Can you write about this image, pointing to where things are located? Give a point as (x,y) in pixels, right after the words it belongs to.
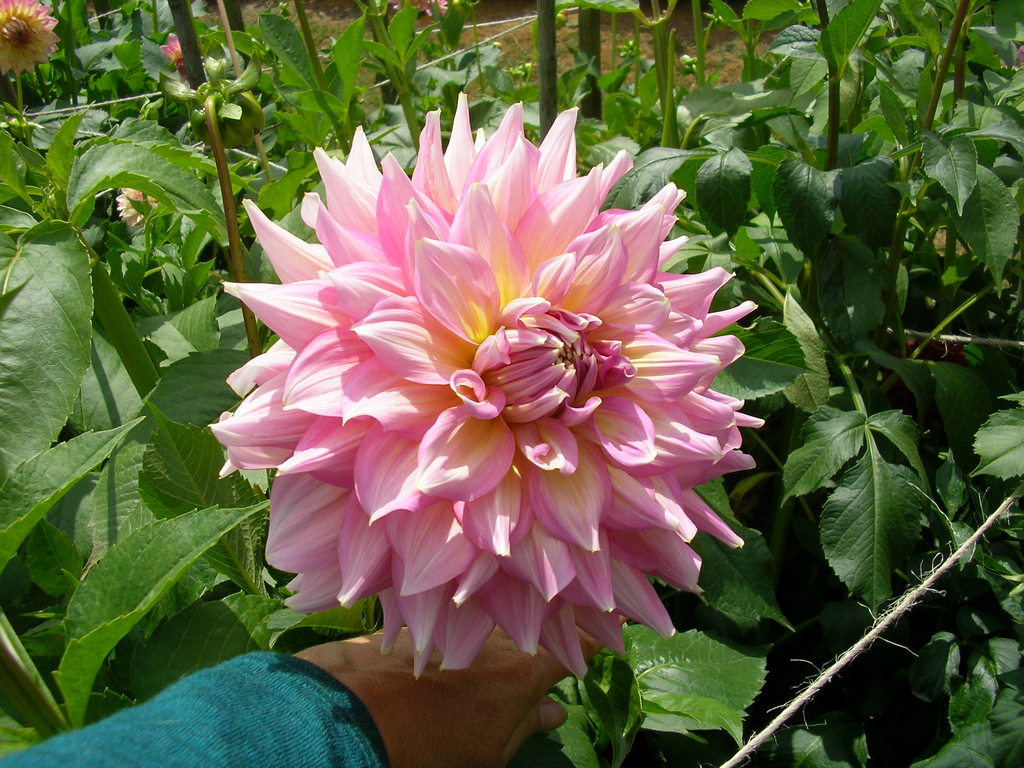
In front of the image we can see the hand (560,689) of a person (496,695). There are plants (33,274) and flowers (592,445).
